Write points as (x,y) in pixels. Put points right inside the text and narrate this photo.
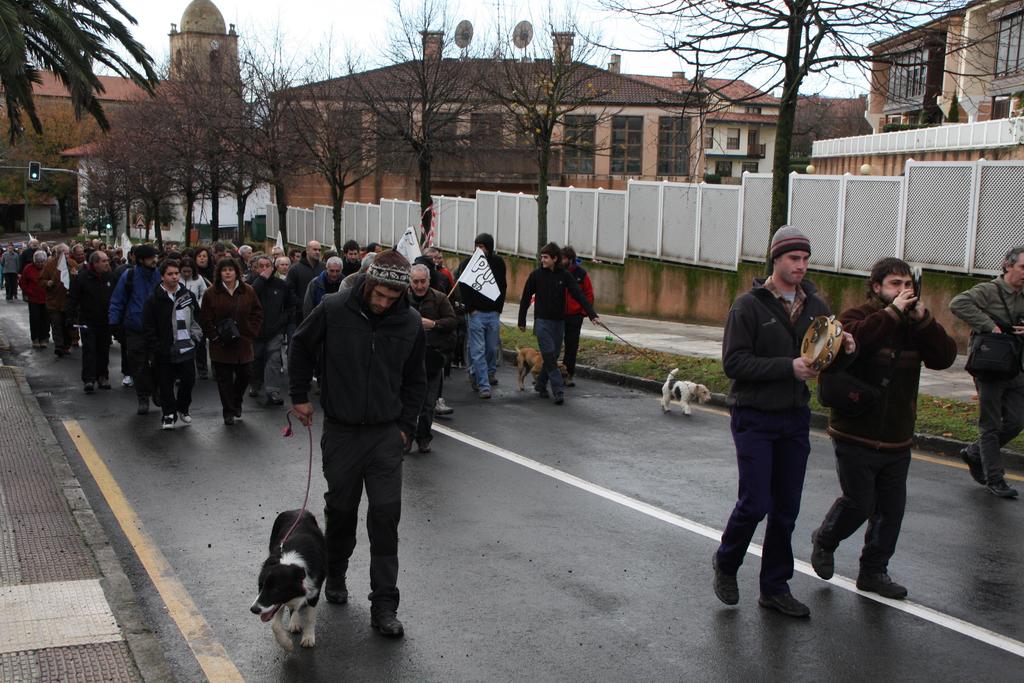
In the picture we can see a road (885,673) on it, we can see many people (851,402) are walking with a dog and belts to it and in the background (266,129), we can see a wall (821,248) and some dried trees (422,150) near it and behind it we can see buildings (717,142) and windows (730,143) in it and in the background (297,9) we can see a sky (260,34).
